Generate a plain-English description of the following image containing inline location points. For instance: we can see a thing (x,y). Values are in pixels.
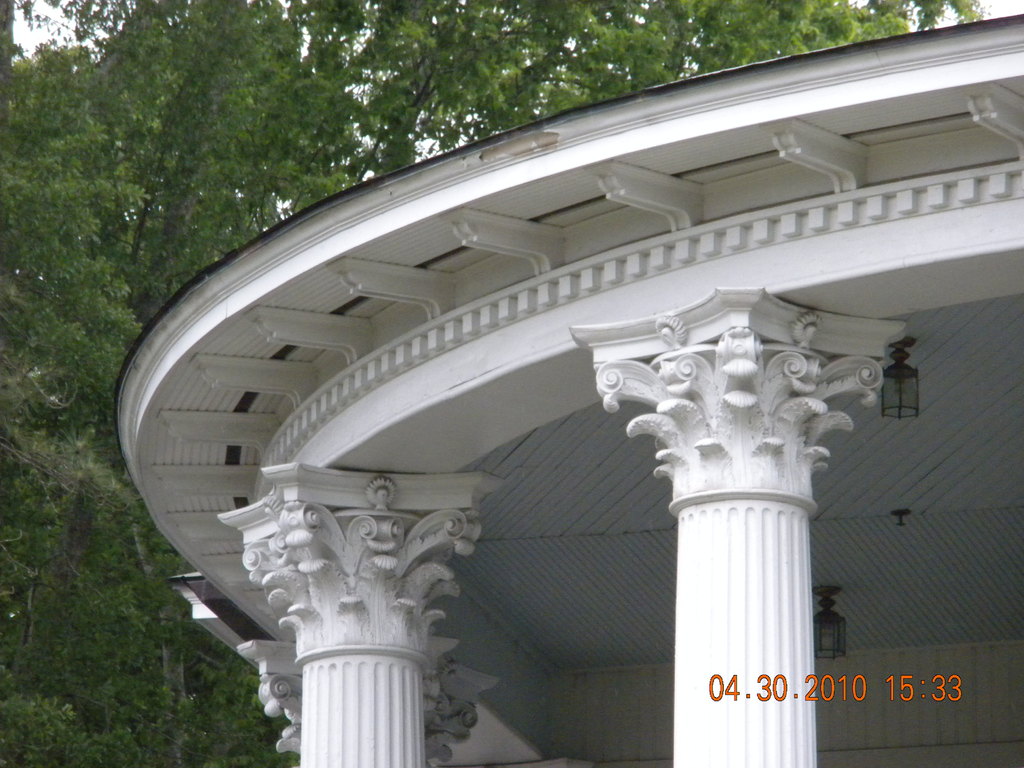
In this image I can see there is the construction (715,395) in white color. On the left side (105,210) there are trees (96,225).
